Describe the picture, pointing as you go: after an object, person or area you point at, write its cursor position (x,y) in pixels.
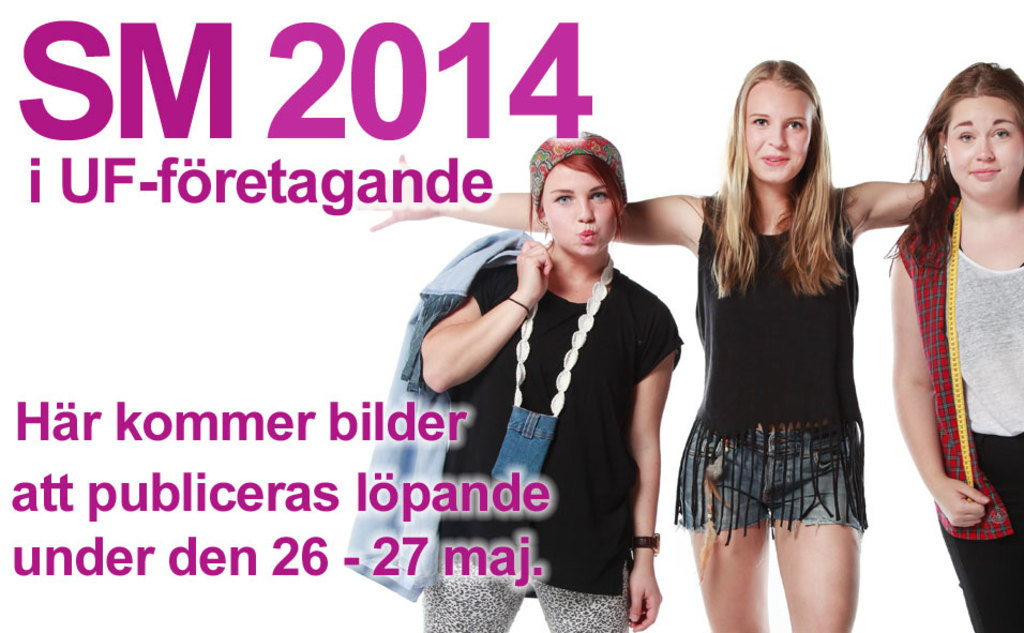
This is a poster having an image and pink color texts (477,117). In the image, we can see there are three women (464,343), posing. And the background (371,243) is white in color.
